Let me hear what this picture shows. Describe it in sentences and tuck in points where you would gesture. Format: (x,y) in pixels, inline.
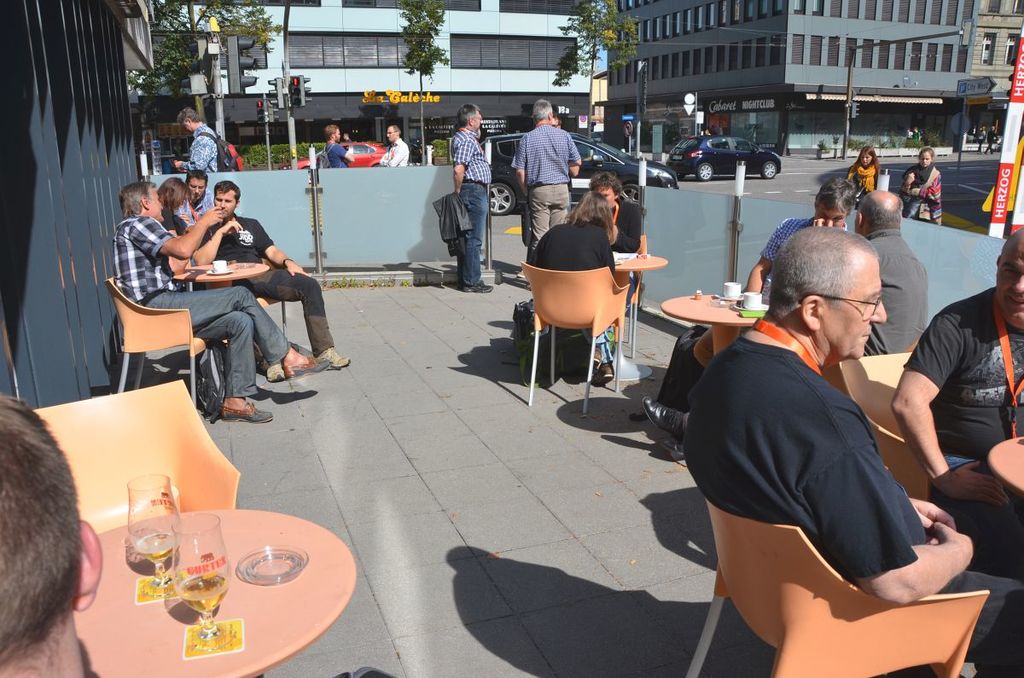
This image is taken outdoors. At the bottom of the image (522,613) there is a floor (433,413). In the background (590,69) there are a few buildings (715,51) with walls (477,69), windows (455,47), doors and roofs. There are many boards (782,99) with text (437,97) on them. There are a few poles (643,128) with street lights (238,77) and there are two signal lights (261,107). There are a few plants (835,148) and there is a sign board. A few cars (602,153) are moving on the road (774,181). A few people (344,141) are walking. In the middle of the image (556,259) a few people (908,297) are sitting on the chairs (936,630) and there are a few tables (1006,447) with a few things (218,540) on them. A few are standing and two women (924,174) are walking.
